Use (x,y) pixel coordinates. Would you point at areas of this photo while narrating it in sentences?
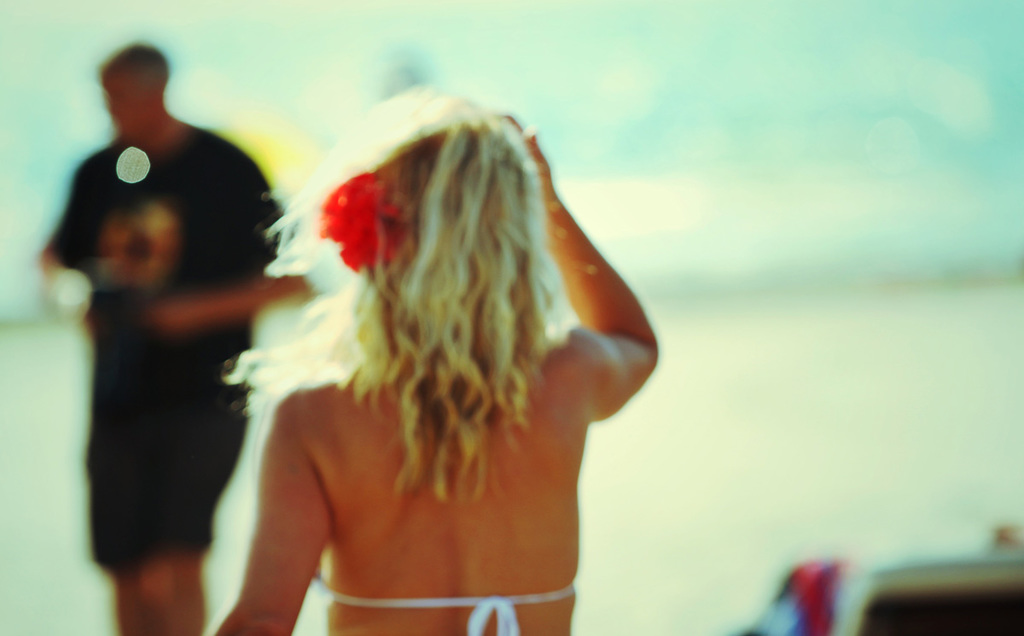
In the center of the image (480,332) we can see one woman (410,426) standing and we can see one red flower (383,230) on her hair (404,296). On the left side of the image (139,332) we can see one person (191,307) standing. In the bottom right side of the image (879,626), we can see one vehicle (882,610). In the background (714,275) we can see it is blurred.
